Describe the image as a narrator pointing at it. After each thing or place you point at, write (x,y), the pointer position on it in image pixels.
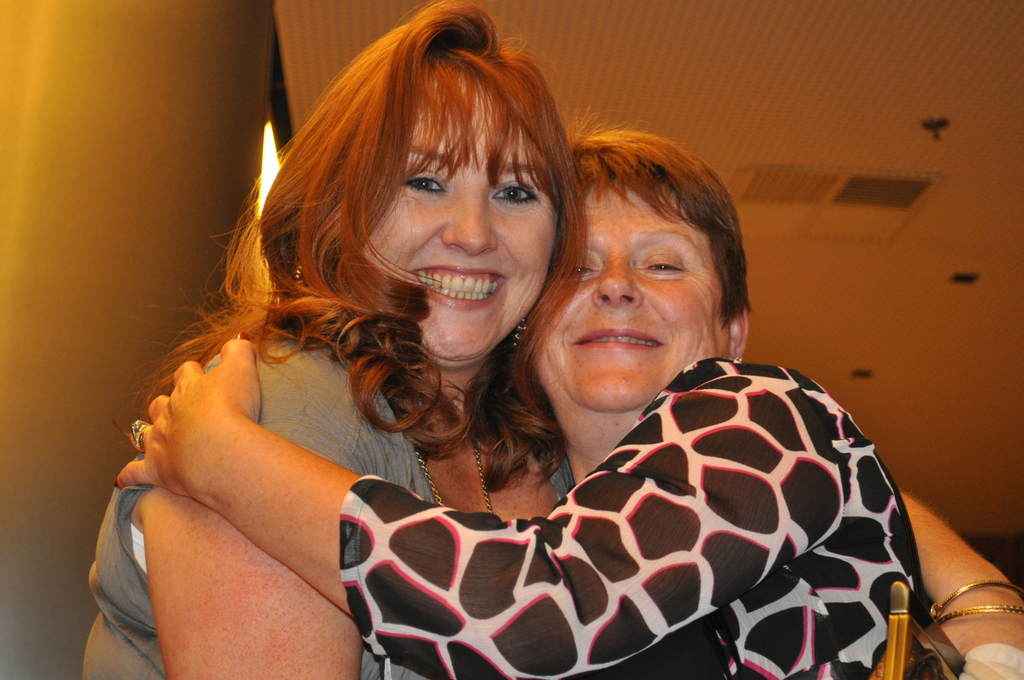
In the middle of the image (411,300) there is a lady (347,393) with grey dress (330,403) is smiling. Beside her there is another lady (682,451) with black and white dress (729,495) is smiling. And both the ladies (599,425) are hugging each other. To the left corner of the image (149,213) there is a pole (229,136). And to the top of the image (761,78) there is a roof (873,227).
